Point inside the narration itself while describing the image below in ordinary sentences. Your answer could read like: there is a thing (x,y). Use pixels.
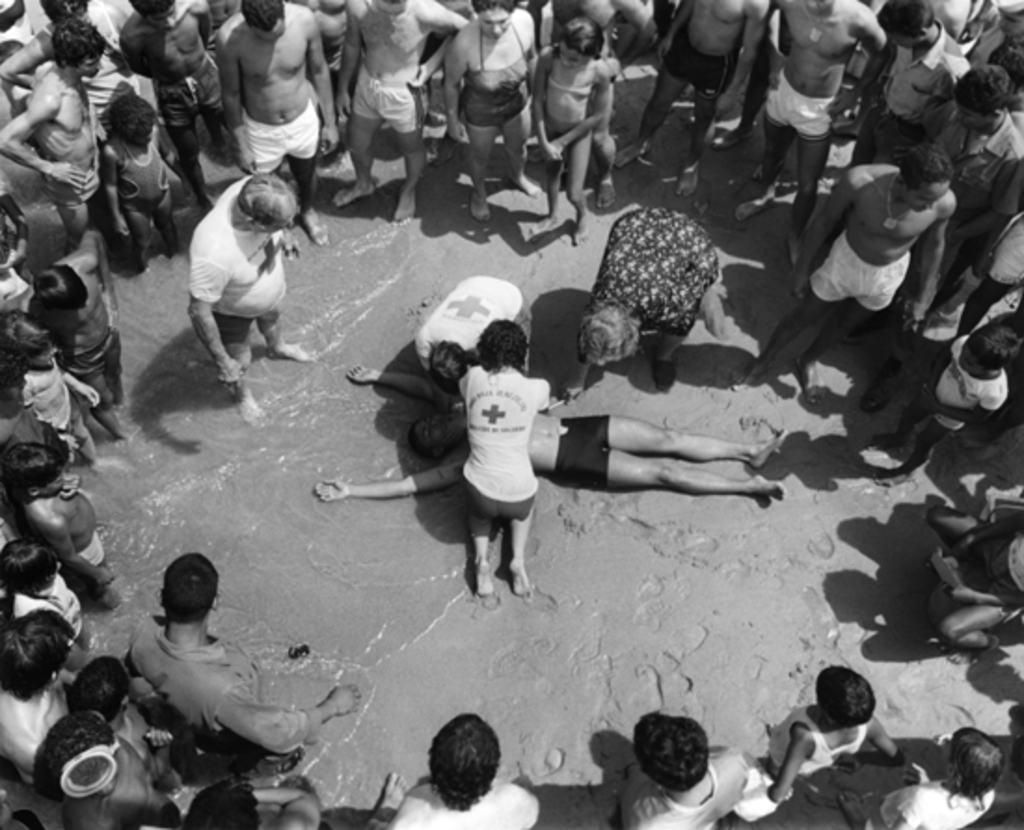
This is the black and white image and we can see some people (230,778) and among them there is a person (662,476) lying on the ground (448,512) and we can see the water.
